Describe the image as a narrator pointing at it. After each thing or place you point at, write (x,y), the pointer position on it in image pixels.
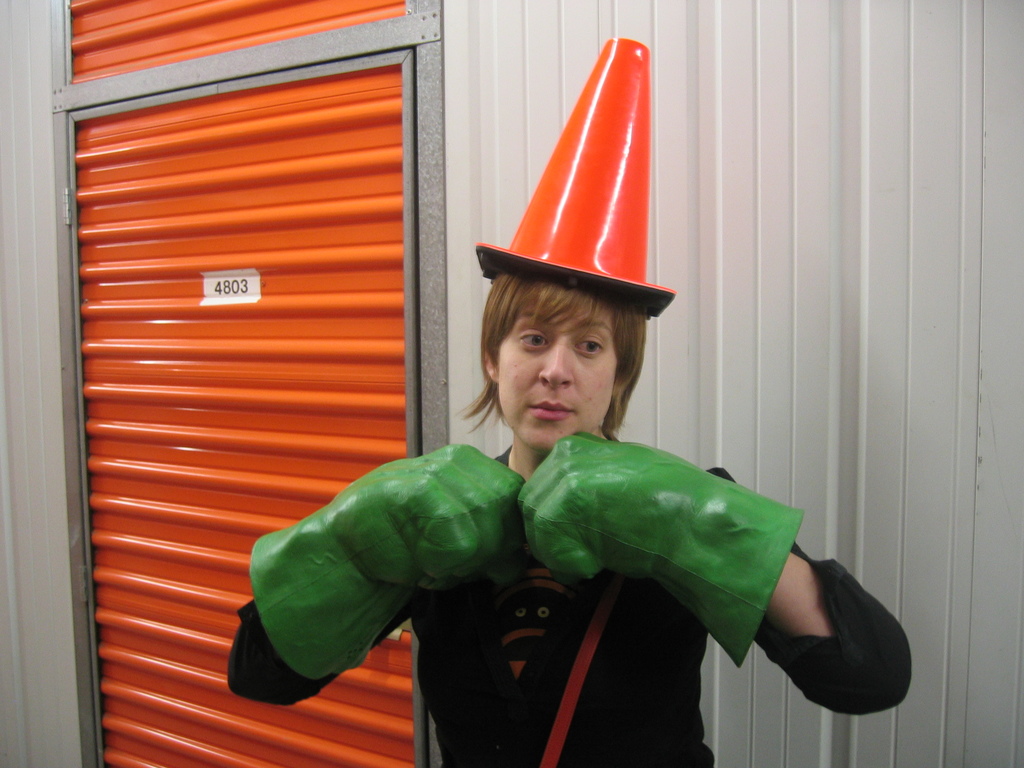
In this picture, we can see a lady (489,693) wearing hat (599,98), and hand gloves (547,553), we can see the wall (837,302) with door (170,323) and some numbers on it.
